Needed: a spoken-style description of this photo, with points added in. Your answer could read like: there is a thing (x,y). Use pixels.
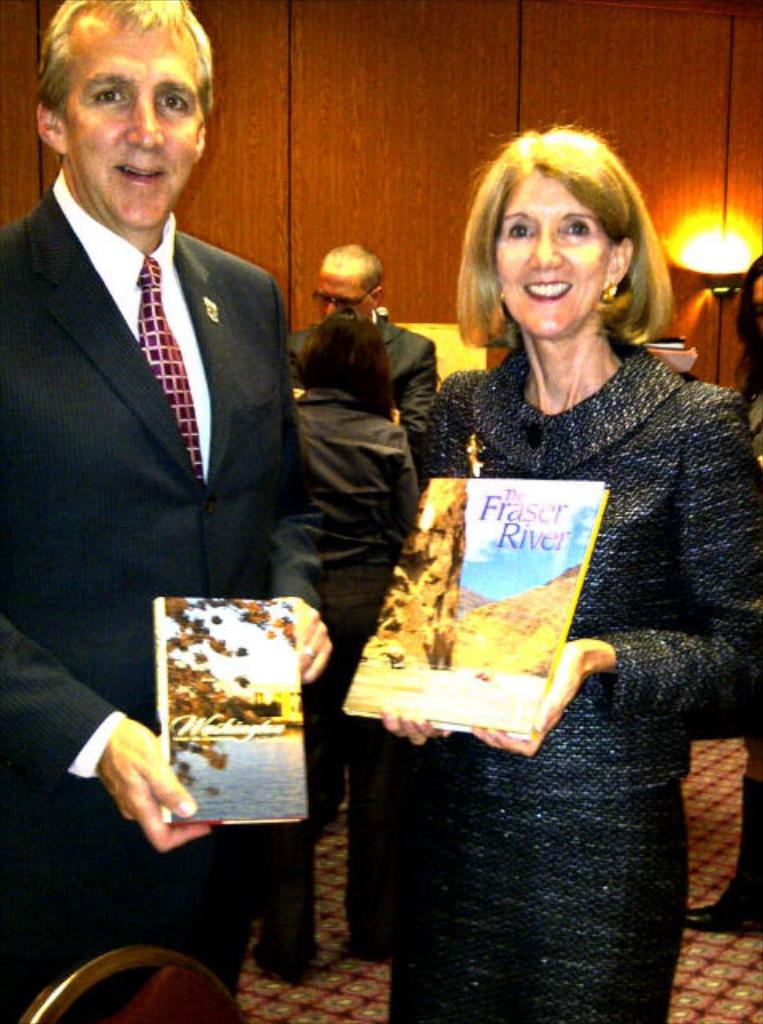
In the picture there are a few people (259,349) standing in a room (294,688), in the front (244,351) there is a woman (646,474) and man (225,378) both of them are holding some books (508,678) in their hand (575,668) and they are smiling and posing for the photo, behind them, there are some other people (748,336) standing and discussing. In the background (593,57) there is a wooden wall (695,164) and there is a light (703,253) attached to the wall (713,164).
